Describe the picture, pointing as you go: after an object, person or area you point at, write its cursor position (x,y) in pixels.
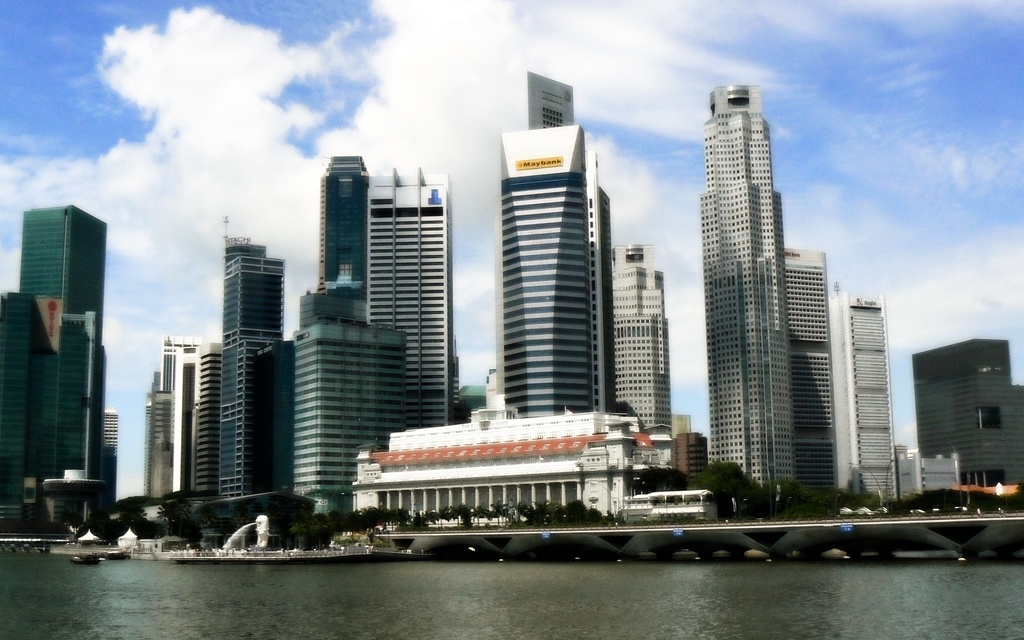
In this picture we can see water (250,614), trees (305,528), buildings (874,344) and in the background (165,156) we can see the sky (387,62) with clouds (154,60).
